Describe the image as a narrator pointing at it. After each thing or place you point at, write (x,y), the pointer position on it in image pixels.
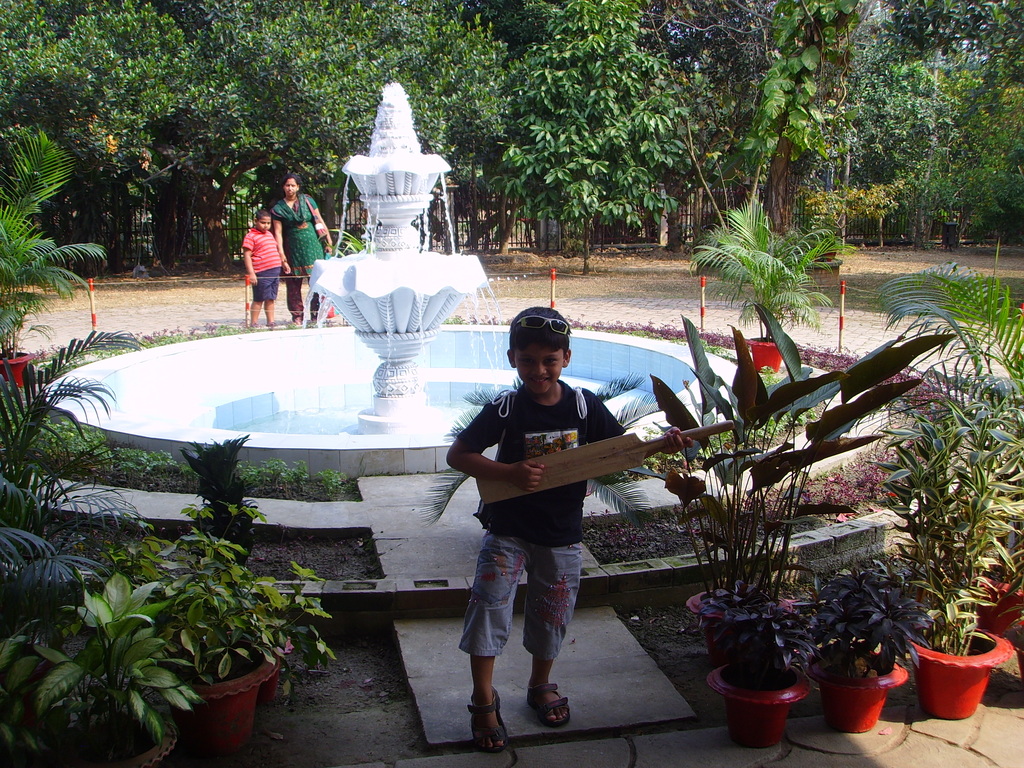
A little boy (536,415) is standing and holding a bat (587,465) in his hands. He wore a black color t-shirt (539,430) behind him there is a water fall (444,308) and a woman (313,309) is standing here with a child (270,281) behind them there are trees (619,181).
